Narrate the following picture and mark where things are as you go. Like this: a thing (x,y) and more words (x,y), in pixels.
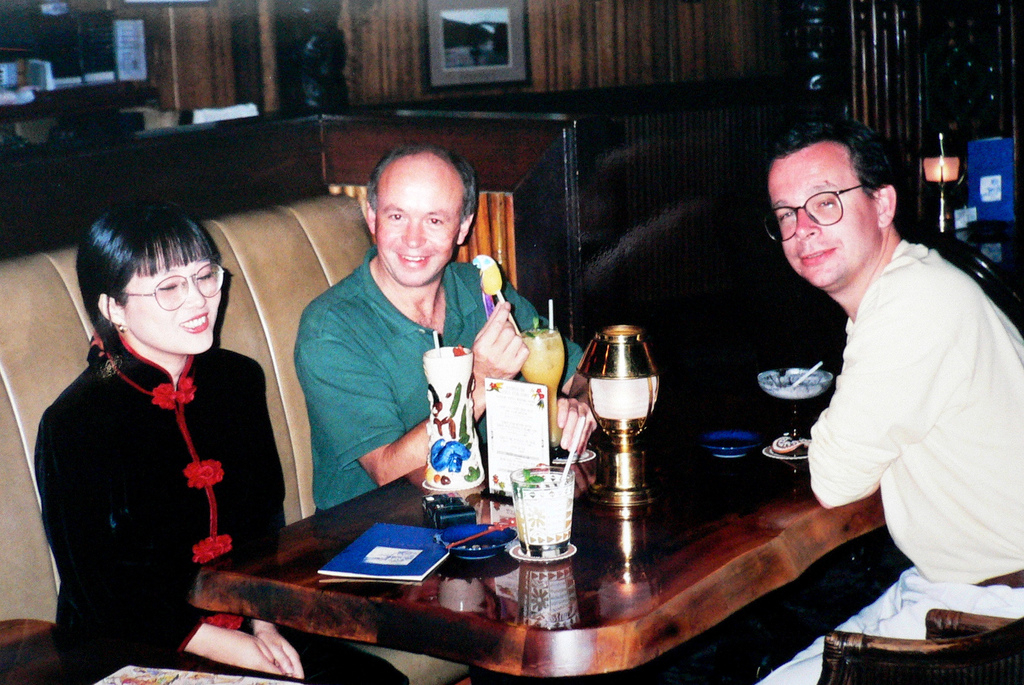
This is the picture of three people (231,379) sitting on the sofas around the table (684,505) on which there are some things (489,456).
